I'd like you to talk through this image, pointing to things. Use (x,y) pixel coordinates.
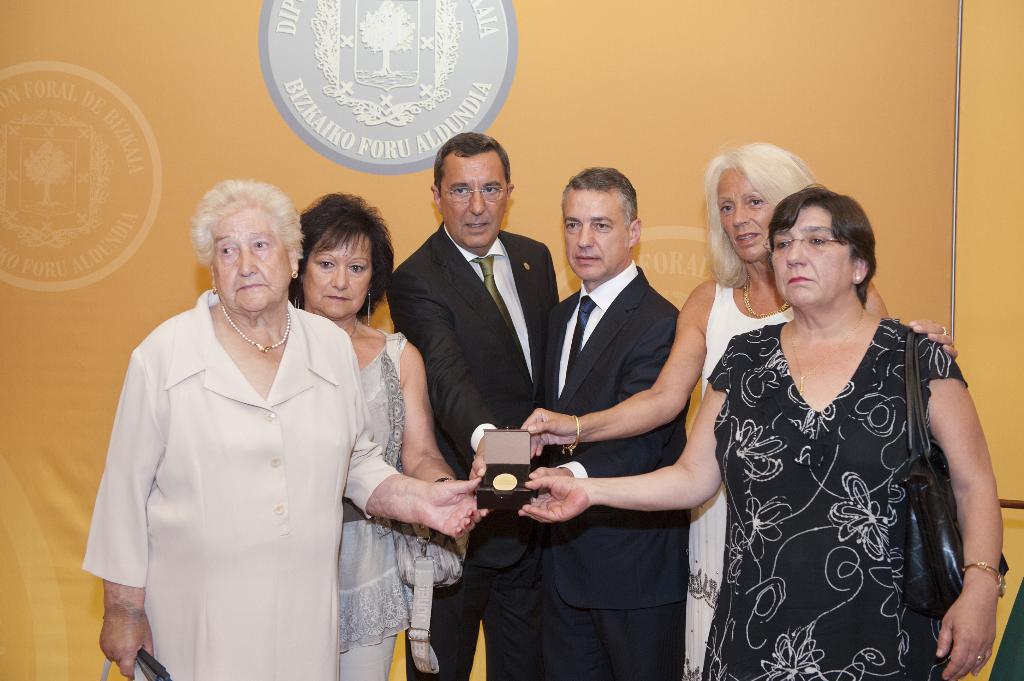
In this image we can see group of people (654,465) is catching a box (508,460) and background of the image (840,107) is in orange color and a stamp (360,79) is there on the wall (10,305).
